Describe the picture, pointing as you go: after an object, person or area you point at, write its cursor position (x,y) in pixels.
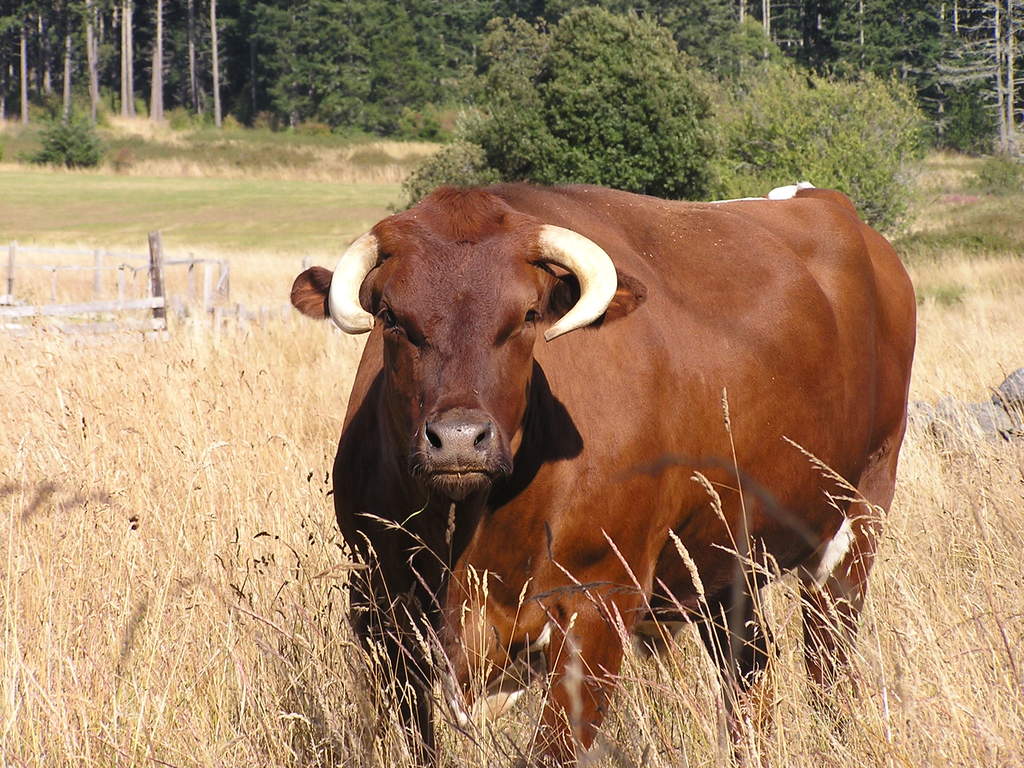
In this image, we can see a cow (672,468) and plants (685,675). In the background (1009,420), there are stones (969,420), wooden objects (193,312), plants (969,296) and trees (552,146).
